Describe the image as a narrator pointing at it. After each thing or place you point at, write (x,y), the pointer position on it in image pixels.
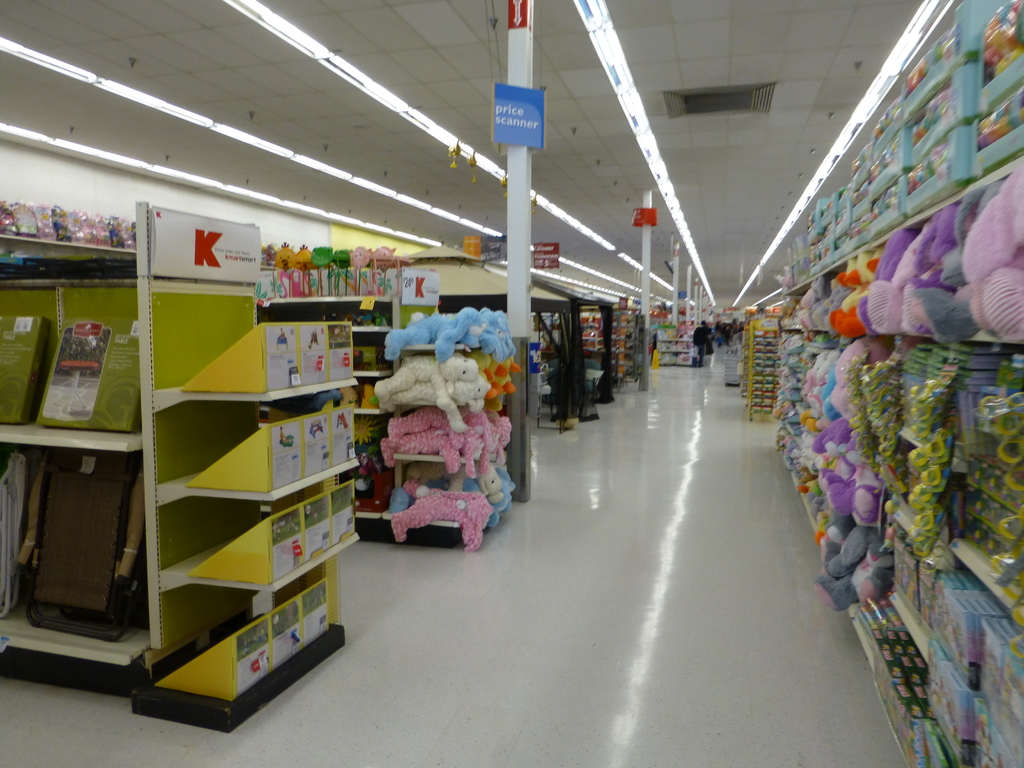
In this picture we can see toys (466,423) and some objects (341,272) in racks (993,283) and these racks (287,503) are on the floor (746,504) and in the background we can see the lights (554,204).
